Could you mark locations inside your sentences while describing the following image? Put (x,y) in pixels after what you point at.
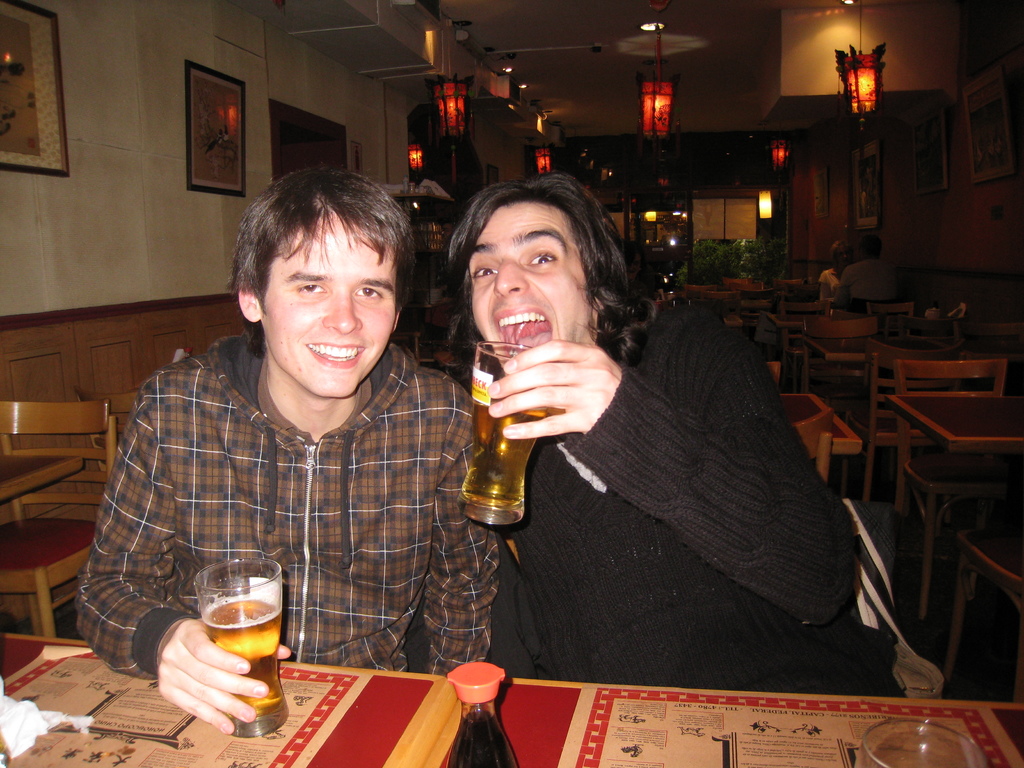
In the picture we can find a hotel (105,302), two men (543,555) are sitting on the chairs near to the table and they both are holding a beer glass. One person (308,537) is smiling and one is doing an act. In the ceiling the lamps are fixed. In the background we can find some chairs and tables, plants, lights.
